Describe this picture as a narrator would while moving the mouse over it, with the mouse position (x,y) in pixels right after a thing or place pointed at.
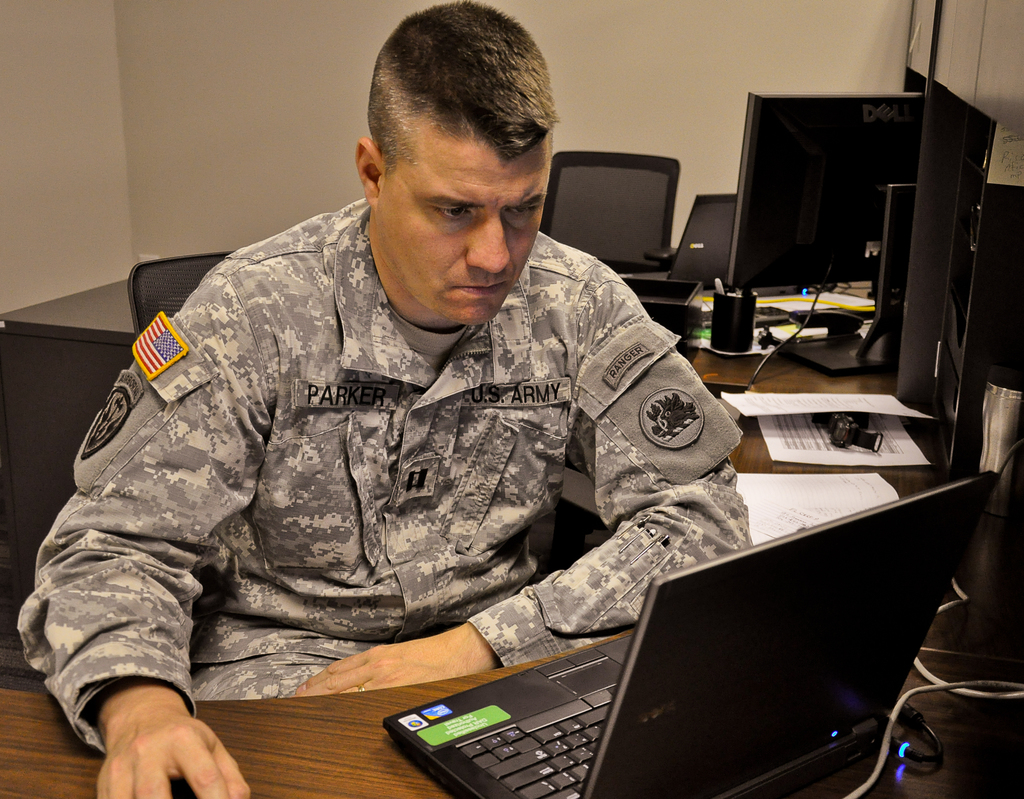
in this image, there is a person (580,423) sitting on the chair (592,497) and doing work on laptop (659,699) which is kept on the table (313,745). He is wearing a white and black color uniform of army (397,414). In the right side of the image (824,231), there are systems (829,161) kept on the table (770,366). In the background (15,246) there is a wall (114,34) which is white in color. It looks as if the picture is taken inside the office (558,247).
